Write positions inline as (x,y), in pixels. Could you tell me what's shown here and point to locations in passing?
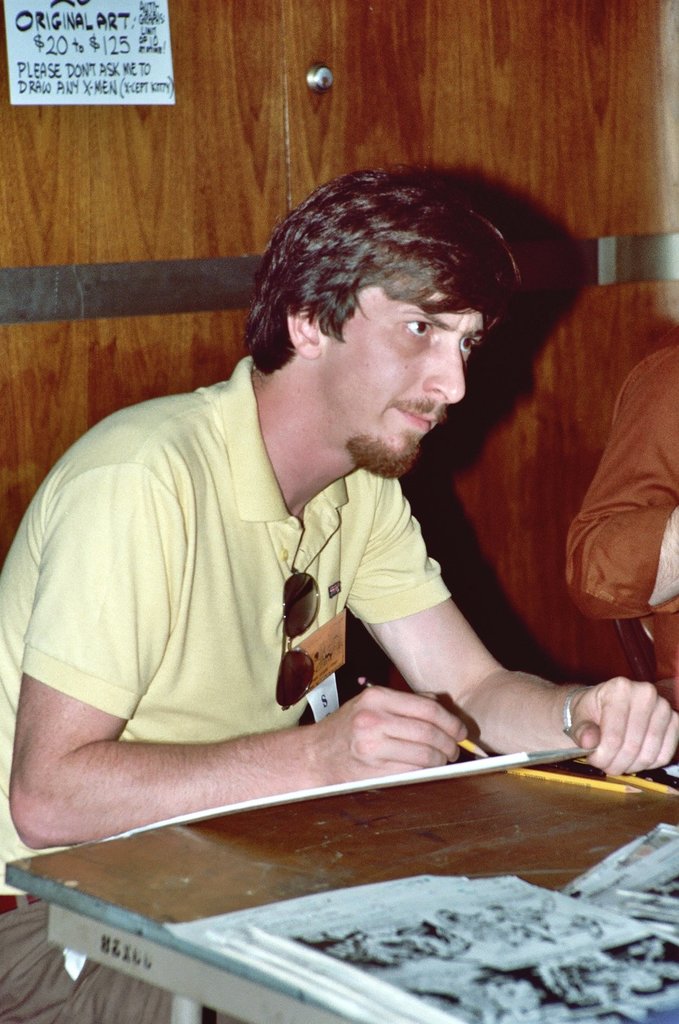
In this image we can see a person (142,615) is sitting. He is wearing yellow color t-shirt (250,699) and holding pen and sheet (517,755) in his hand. In front of him one brown color table (256,872) is there. On table (219,895) papers (485,967) are present. Background (246,125) one cupboard (173,219) is present. Right side of the image (644,501) one more person (644,536) is there.
